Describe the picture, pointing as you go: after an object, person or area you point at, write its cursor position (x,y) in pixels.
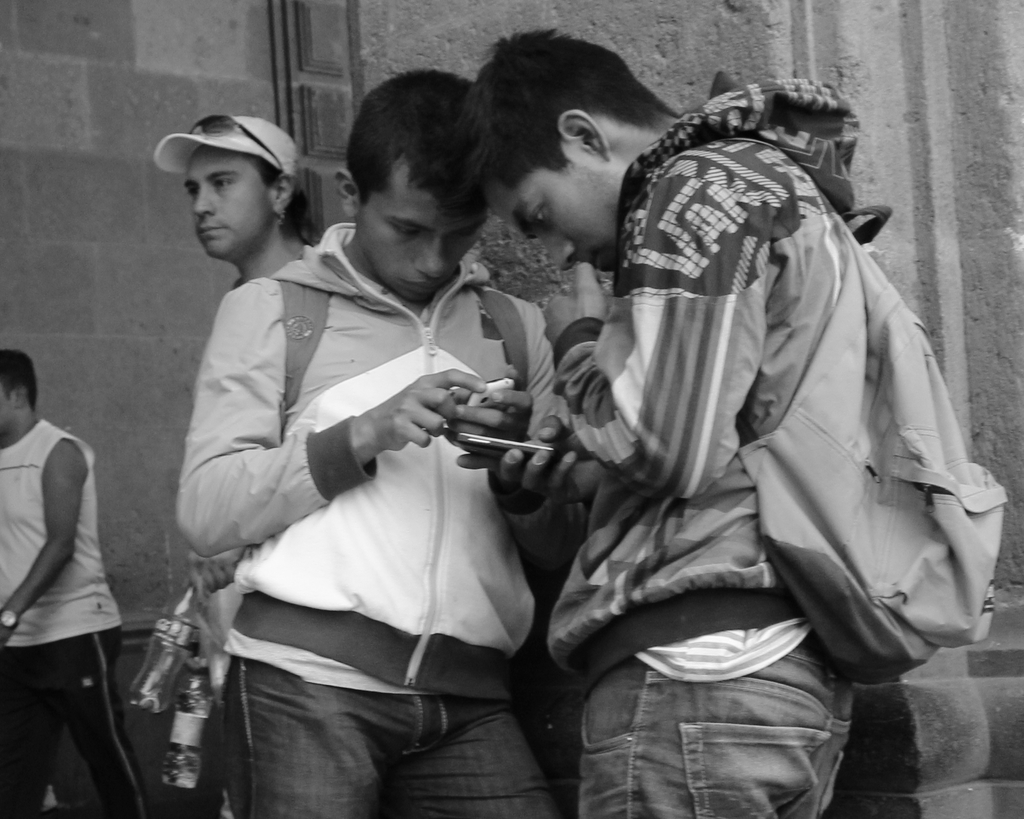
In this image we can see these two people (417,668) wearing jackets (487,519) and backpacks (869,260) are standing near the stone wall (682,88). In the background (32,584), we can see this person (54,635) is walking.
